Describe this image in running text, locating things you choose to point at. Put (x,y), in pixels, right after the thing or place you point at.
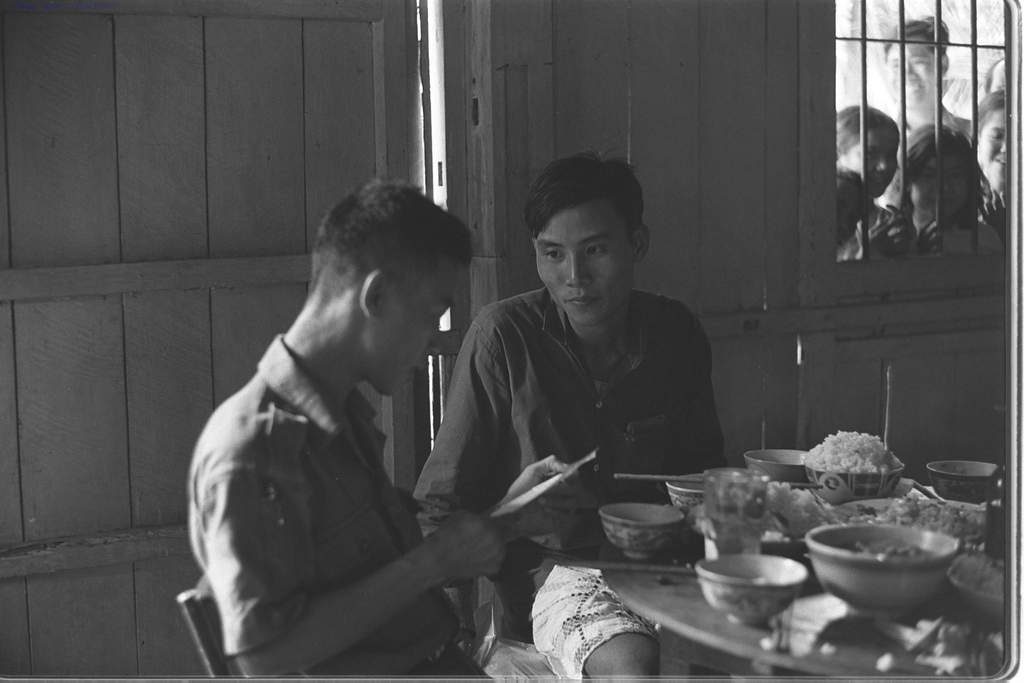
In this image I can see two men (660,373) are sitting on chairs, here on this table (870,658) I can see few bowl (765,571) and food (851,468) in a bowl (882,486). In the background (861,14) I can see a window (836,100) and few people (848,133).
